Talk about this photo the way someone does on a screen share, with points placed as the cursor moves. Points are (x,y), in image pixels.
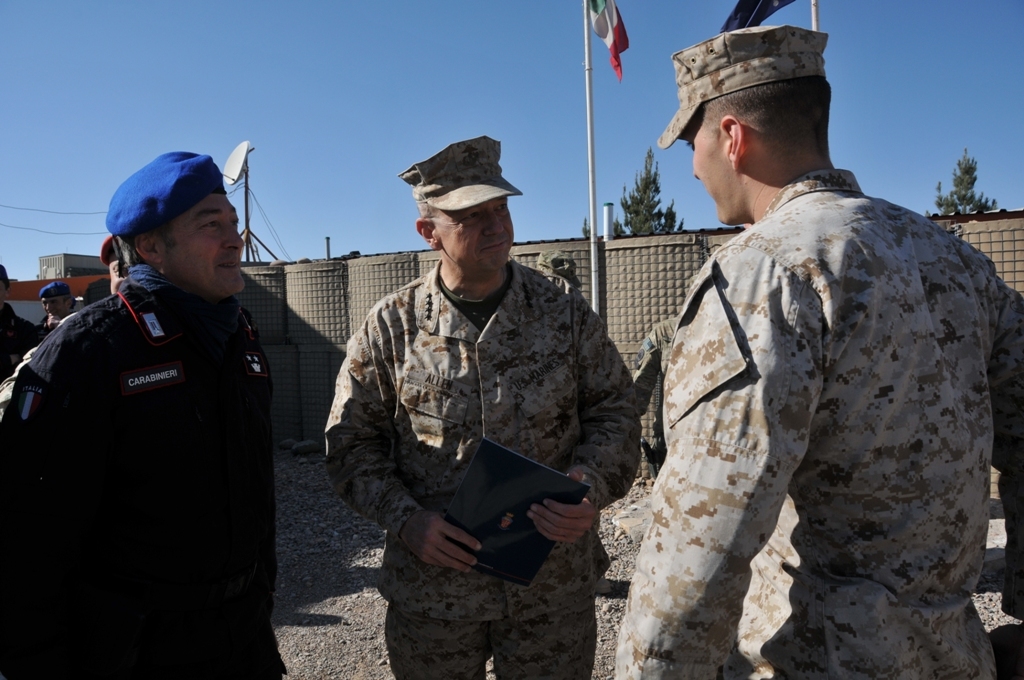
In this image, we can see people (588,419) wearing clothes (108,436). There is a flagpole (594,269) in front of the wall (657,264). There is a satellite receiver (228,160) in the top left of the image (232,173). There are branches (964,184) in the top right of the image (977,183). At the top of the image (444,113), we can see the sky (434,11).
